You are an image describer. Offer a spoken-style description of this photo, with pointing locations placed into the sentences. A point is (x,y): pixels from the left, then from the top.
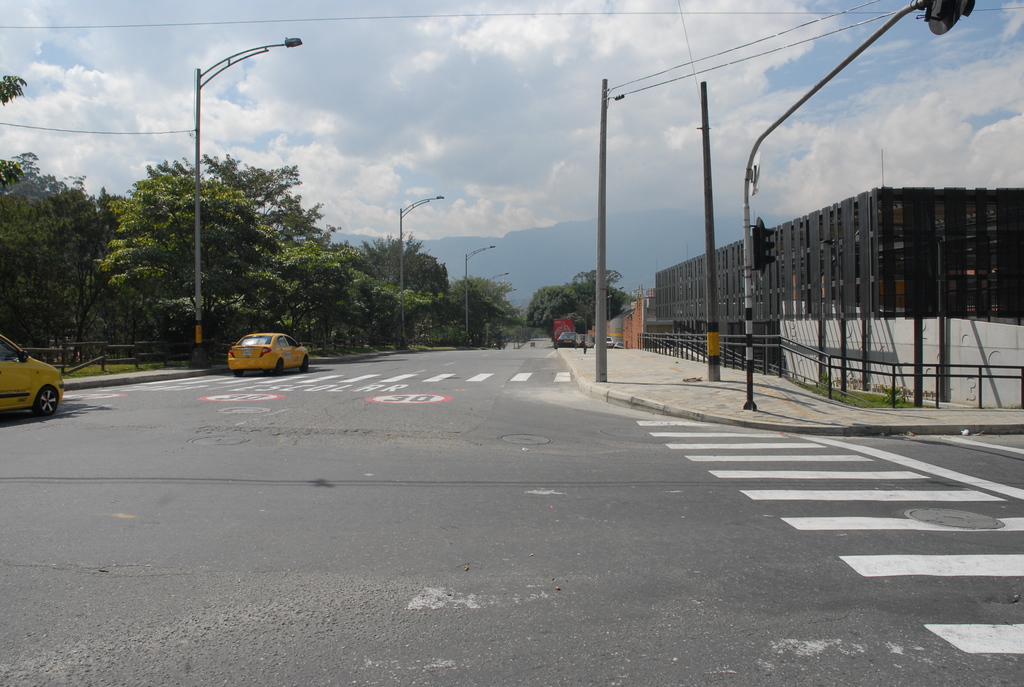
In this image there is the sky (443,87) truncated towards the top of the image (449,89), there are clouds (448,108) in the sky (426,106), there are trees (577,307), there are trees (302,279) truncated towards the left of the image (46,240), there is road (490,500) truncated towards the bottom of the image (425,656), there are vehicles (276,358) on the road (350,373), there is a vehicle (41,391) truncated towards the left of the image (13,390), there are poles (746,188), there are wires (890,14) truncated, there is a fencing (896,380) truncated towards the right of the image (773,270), there is a wall (999,384) truncated towards the right of the image (920,265), there is a traffic light (946,10) truncated towards the top of the image (937,22).
